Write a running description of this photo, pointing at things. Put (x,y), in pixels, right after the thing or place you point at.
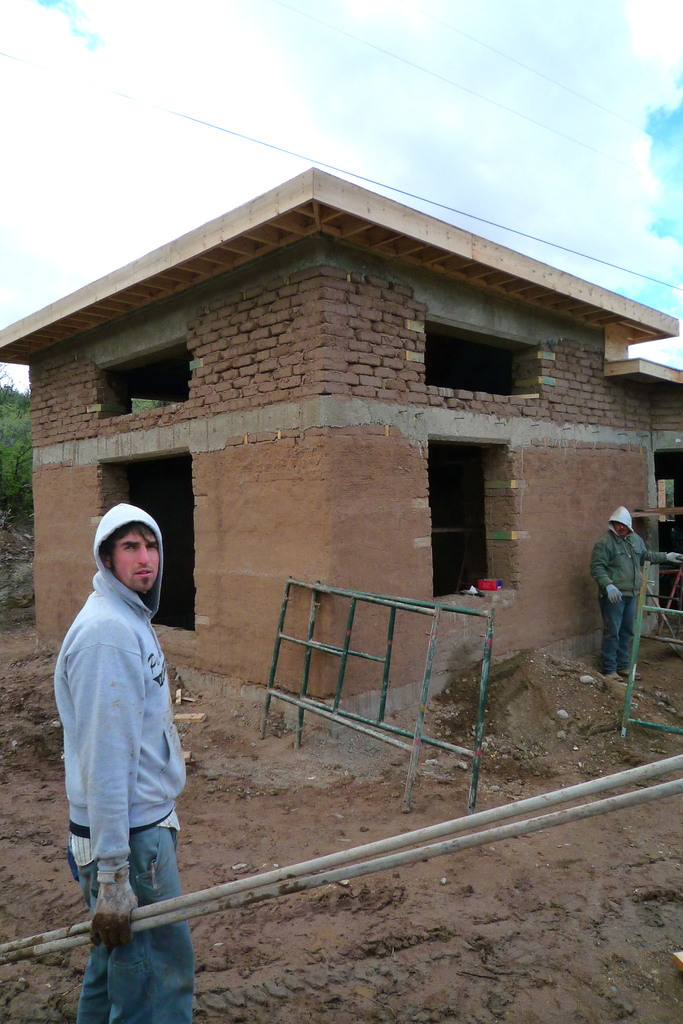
In the foreground of the picture (109,778) we can see a person (165,872) carrying some objects (540,822) and there is mud (287,947) also. In the center of the picture (326,361) there is a construction (391,432) and there are iron frames (644,596), person (620,575), soil (477,695) and other objects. In the background (19,434) towards left (19,434) there are trees (9,438). At the top (459,115) there are cables (609,112) and sky (510,184).
